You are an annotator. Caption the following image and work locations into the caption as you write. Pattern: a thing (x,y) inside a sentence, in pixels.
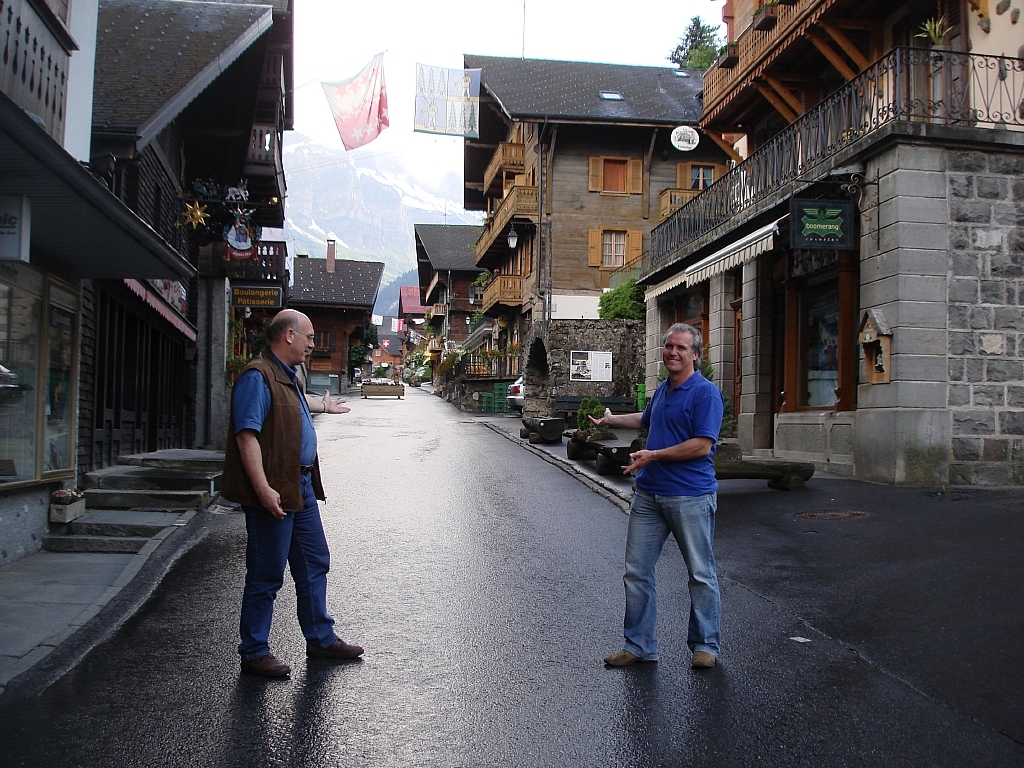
In this image there are two people (643,468) on the road (475,485), there are buildings (551,320), plants (612,315), a tree (694,51), few objects (580,457) near the road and a mountain (383,276) covered with snow (356,175).
